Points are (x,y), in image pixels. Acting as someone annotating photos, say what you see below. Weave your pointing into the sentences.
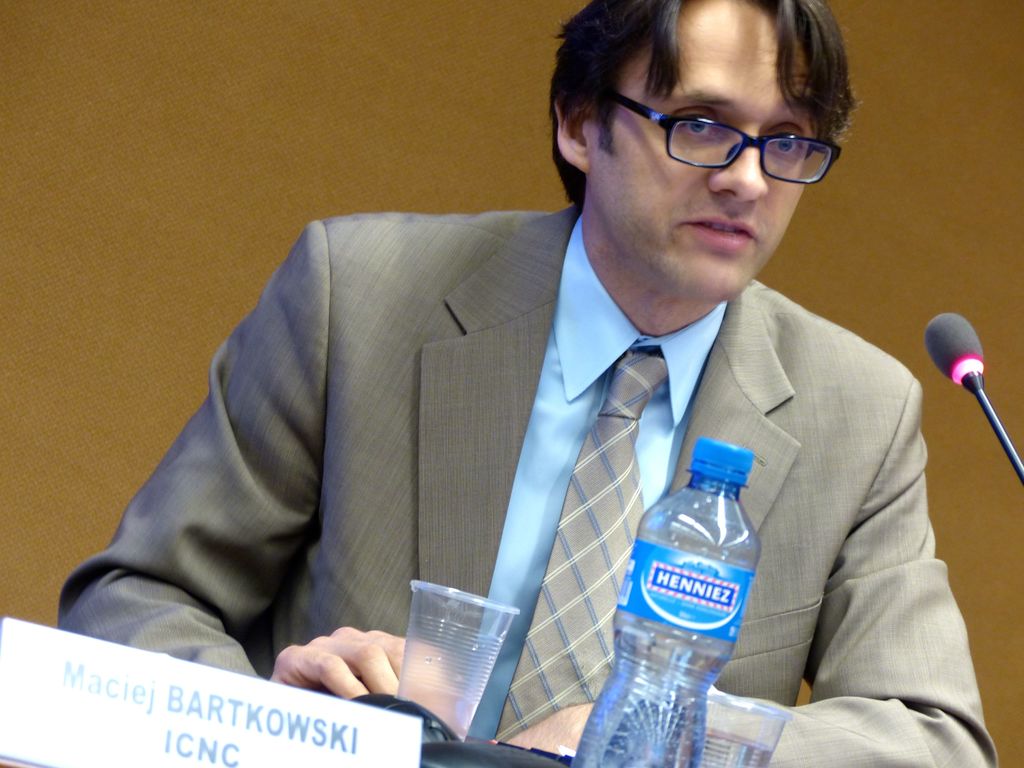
In this image there is a person (520,442) wearing suit (520,455) sitting on the table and in front of him there is a microphone (941,324), water bottle (663,592) and glasses (418,634).
